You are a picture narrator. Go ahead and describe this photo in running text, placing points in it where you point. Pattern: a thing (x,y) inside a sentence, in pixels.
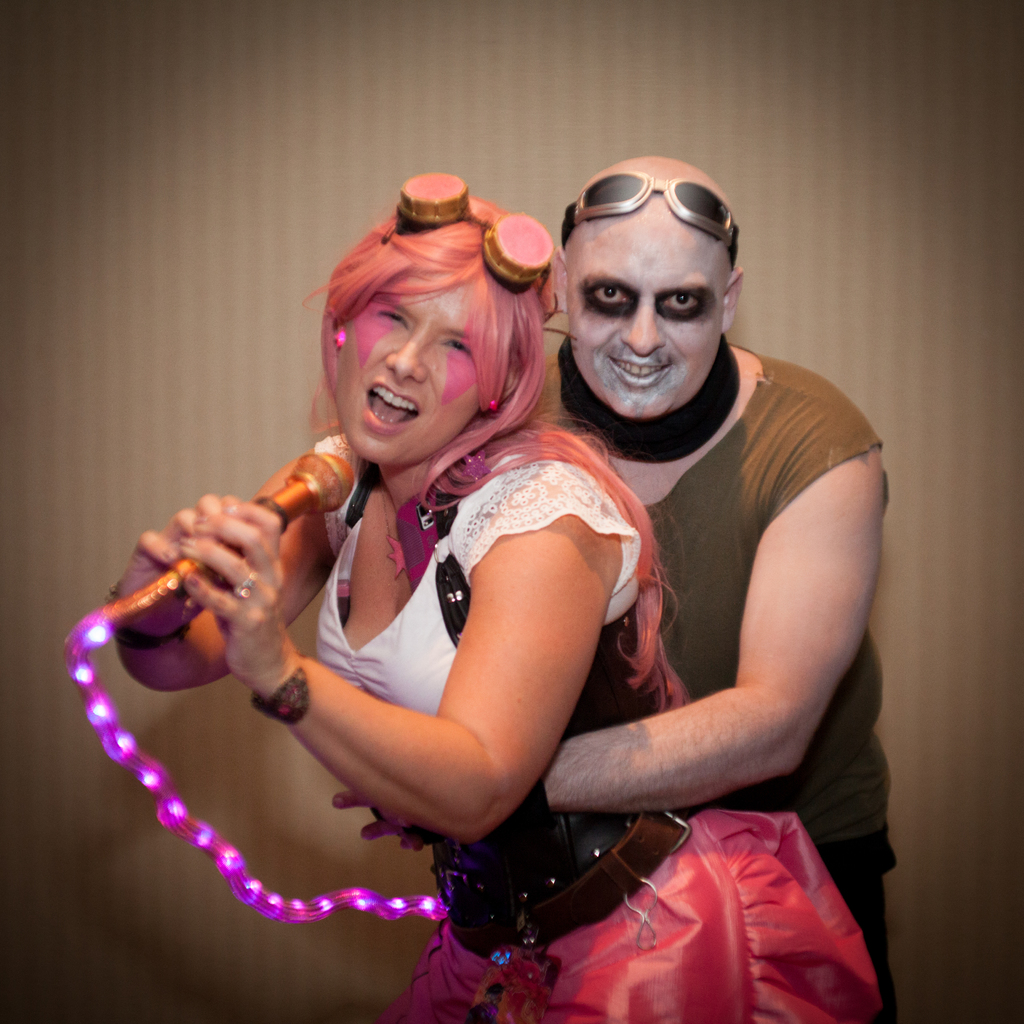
This is the image of people (502,572) with costumes (750,531) and we can see a person (565,956) holding a mike (333,482) in the foreground (536,849). And the background (40,104) is colored.
